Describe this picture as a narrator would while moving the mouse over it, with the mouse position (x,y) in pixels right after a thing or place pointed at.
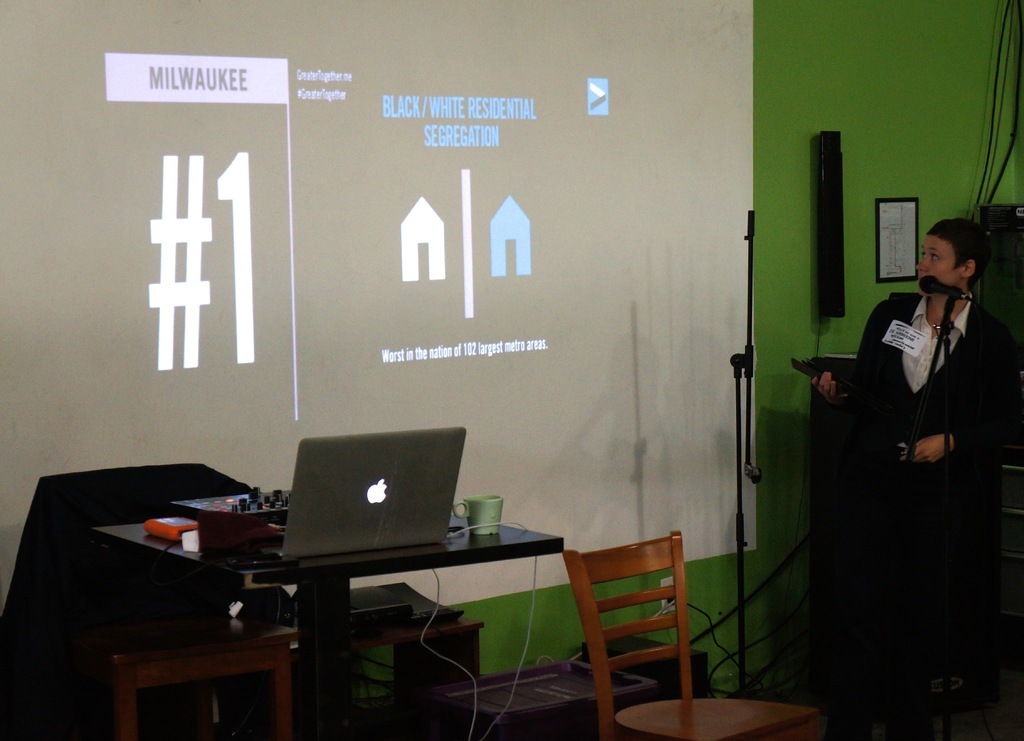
This picture shows a projected screen (486,423) and man (971,247) standing and speaking with the help of a microphone (959,295) and we see a laptop (308,469) on the table (109,531) and we see a chair (659,557).
